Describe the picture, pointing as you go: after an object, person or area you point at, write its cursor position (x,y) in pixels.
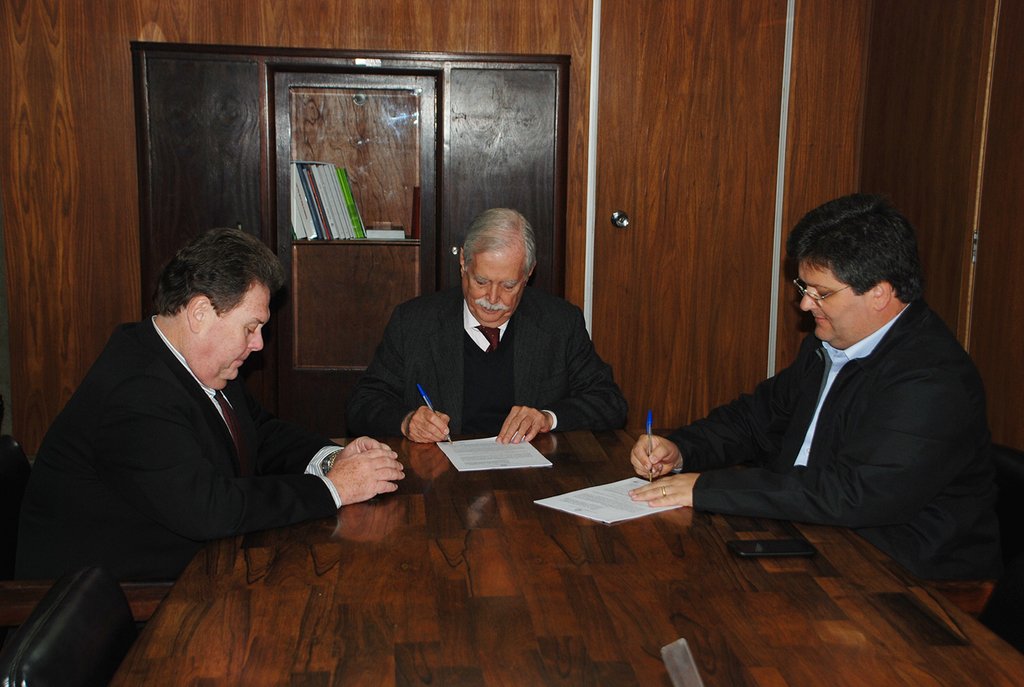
This image consists of three men (358,476) wearing black suits (934,503) are sitting in the chairs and two of them are writing on the paper (588,496). The paper (576,501) is kept on a table (513,653) made up of wood (209,608). In the background (484,176), there are cupboards (438,162) along with walls (121,136) and door (680,211) made up of wood (903,83).
